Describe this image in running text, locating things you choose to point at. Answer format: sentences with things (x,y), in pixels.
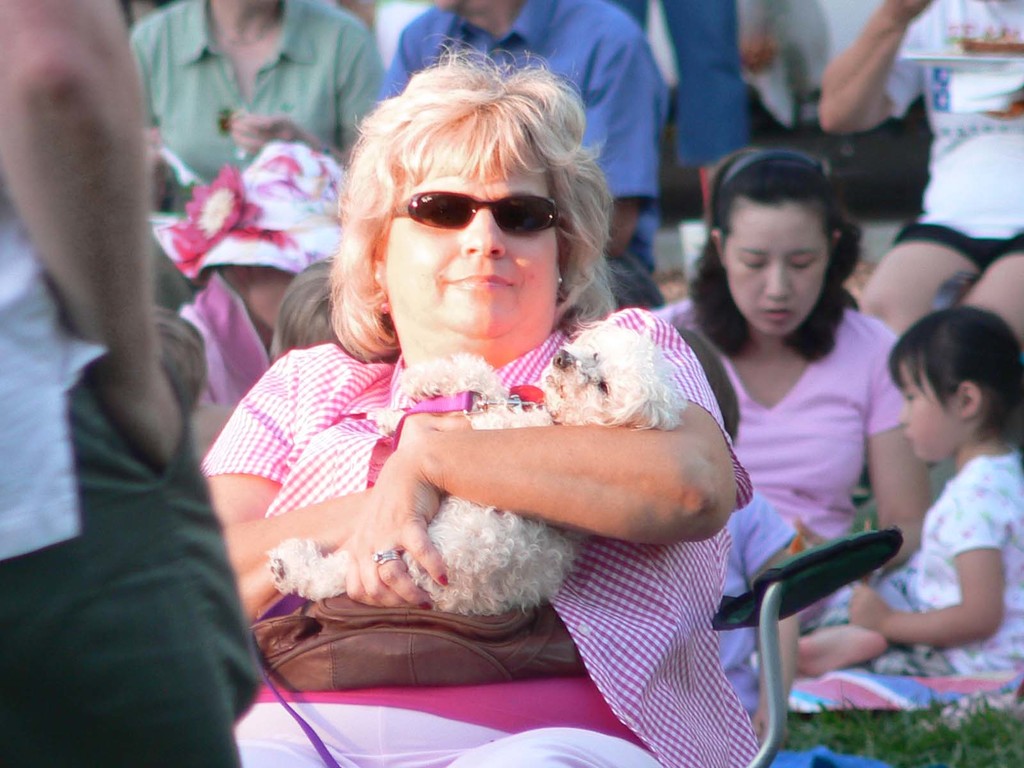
In this picture, there is a woman (382,485) in the center (571,457) holding a bag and a dog (483,373). She is wearing pink clothes (341,488) and spectacles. Towards the right (800,463), there is another woman (744,371) and a kid (959,538). On the top (327,67), there are people (290,161). Towards the left (74,435), there is a person (23,438).
